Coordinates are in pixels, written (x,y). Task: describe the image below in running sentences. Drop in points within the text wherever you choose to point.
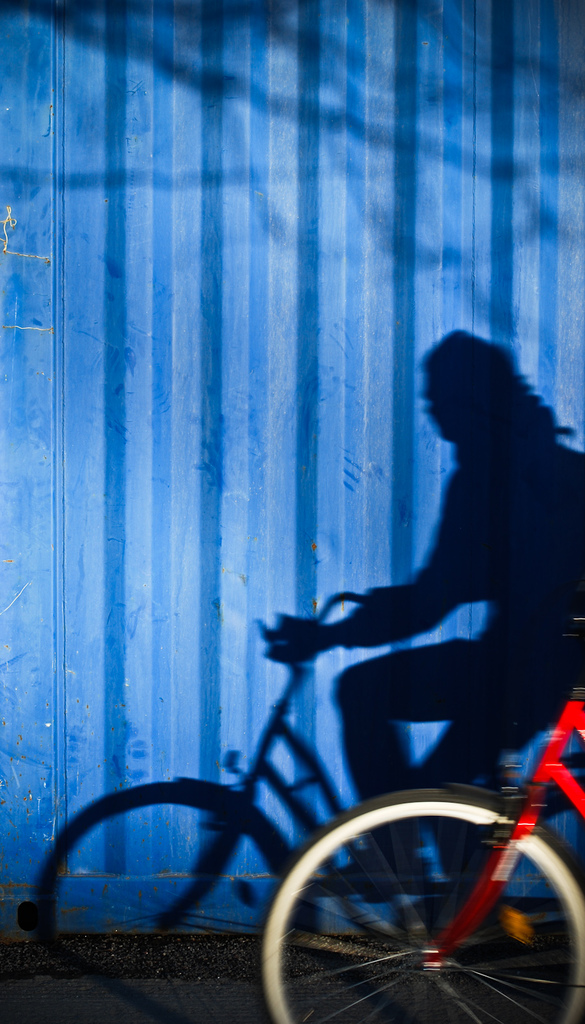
In the picture I can see a cycle (384,935) and the shadow (522,656) of a person (490,641) sitting on the bicycle (295,665), which is on the blue color wall (178,457).
